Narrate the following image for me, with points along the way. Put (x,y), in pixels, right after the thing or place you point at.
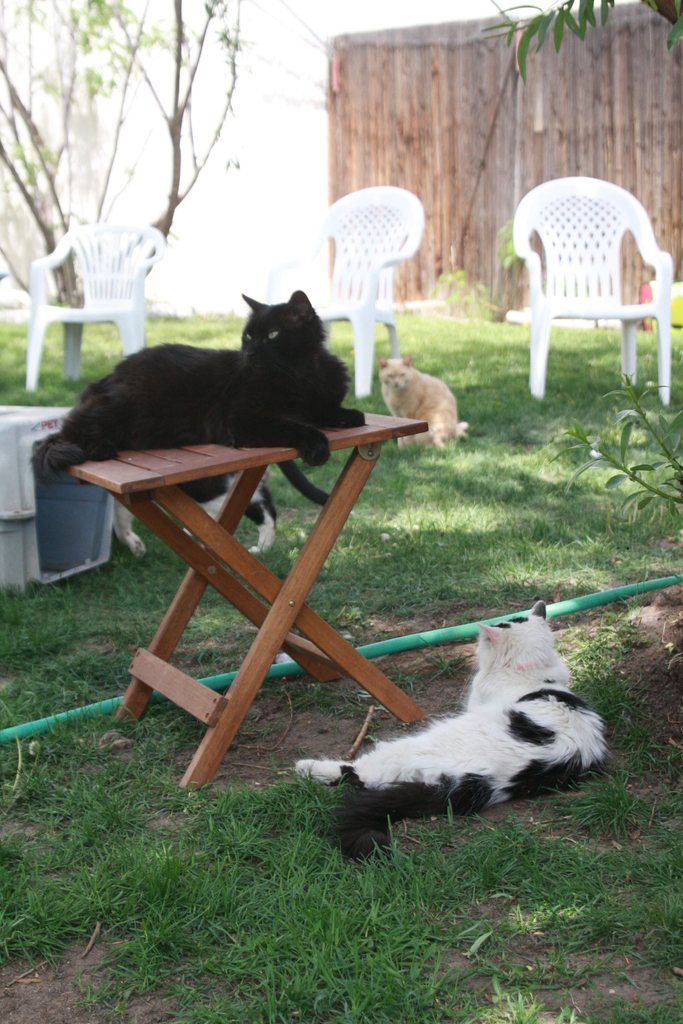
On the background (56,182) we can see tree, chairs (120,229) on a grass (493,473). we can see a cat (429,398) on the grass (483,436) here sitting. This is a cat (417,787) and on the table (352,441) we can see a black cat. Here we can see a pipe (54,722) in green colour.
